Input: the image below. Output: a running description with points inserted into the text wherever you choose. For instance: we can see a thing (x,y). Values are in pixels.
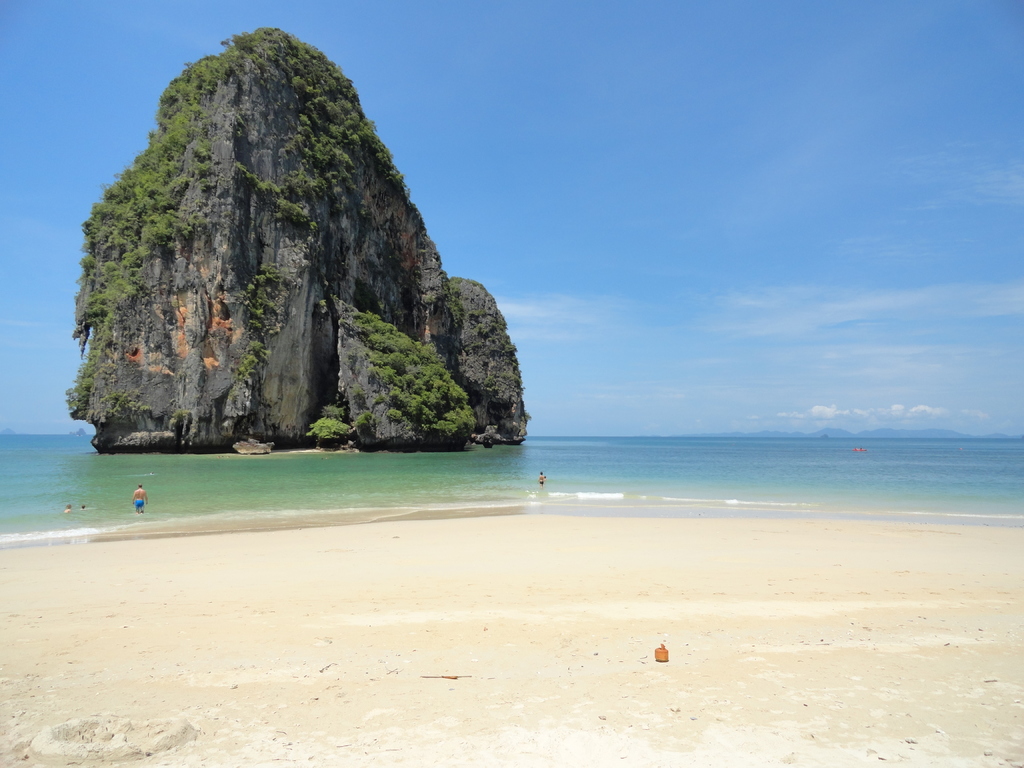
This is a hill (341,286) in the left side (292,265) a man (143,504) is walking in the water (191,513) and this is the sand (411,646). In the down side at the top (707,155) it's a sunny sky (665,162).
